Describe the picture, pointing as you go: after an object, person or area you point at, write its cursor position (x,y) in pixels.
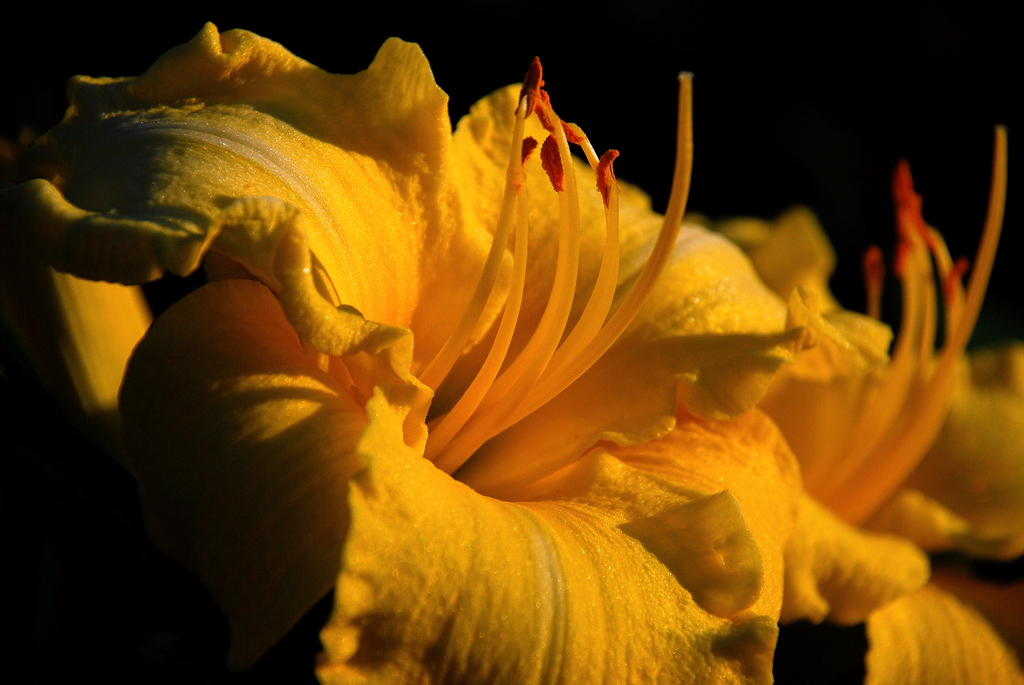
In the image we can see some flowers (440,172).
